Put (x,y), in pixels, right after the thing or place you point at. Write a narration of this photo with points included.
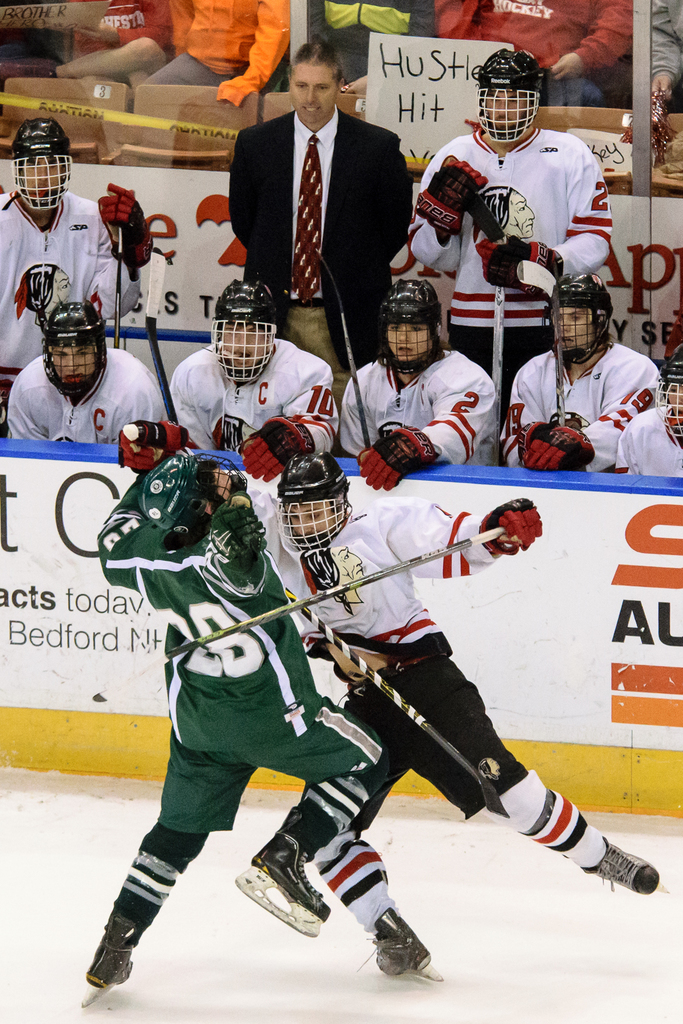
This image consists of two men (353,725) playing hockey and they are wearing skate shoes (247,892). In the background (274,215), there are many people (682,14) sitting and standing.
